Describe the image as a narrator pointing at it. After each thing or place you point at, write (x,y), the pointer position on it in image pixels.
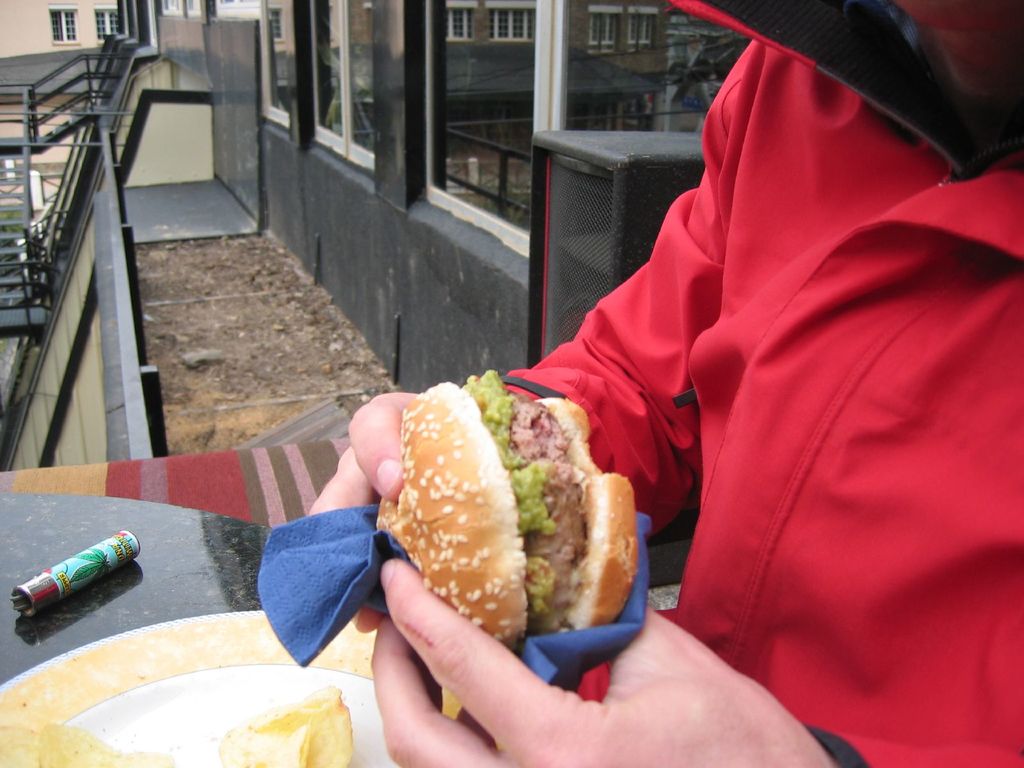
In the picture I can see a person (869,531) wearing red color jacket (647,435) is holding a burger (424,452) and a blue color cloth (271,597) in his hands (657,758) and the person (683,720) is on the right side of the image (732,607). Here we can see a plate (241,693) with food item (341,764) and some object (80,568) are placed on the table (140,560). In the background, we can see glass windows (452,83) and building (53,154).
